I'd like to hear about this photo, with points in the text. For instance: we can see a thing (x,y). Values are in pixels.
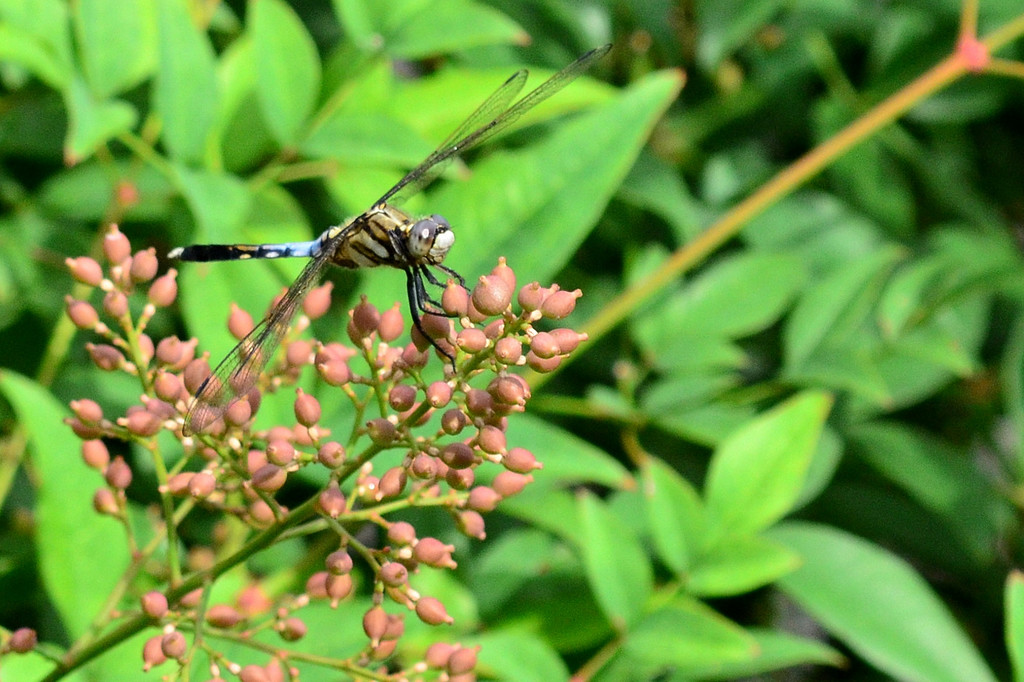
In this picture we can observe a dragonfly (318,244) on the flower buds (356,328) which were in pink color. In the background (703,413) we can observe some plants (615,201) which were in green color.
